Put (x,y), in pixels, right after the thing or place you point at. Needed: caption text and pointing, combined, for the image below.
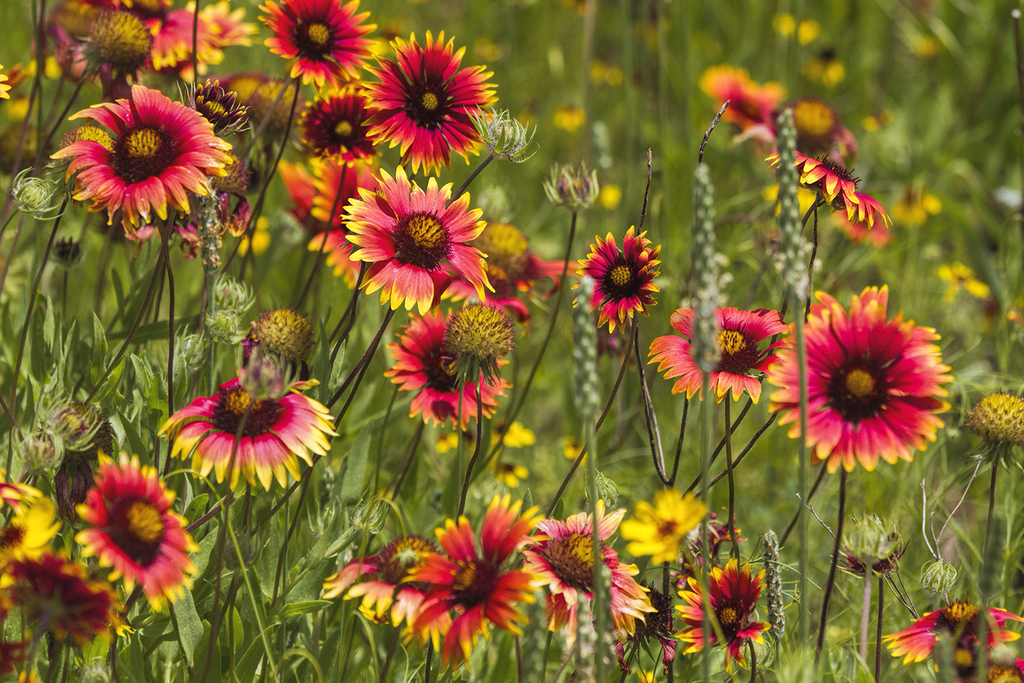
In this image in the foreground (907,645) there are some flowers (484,406) and plants (302,577).
